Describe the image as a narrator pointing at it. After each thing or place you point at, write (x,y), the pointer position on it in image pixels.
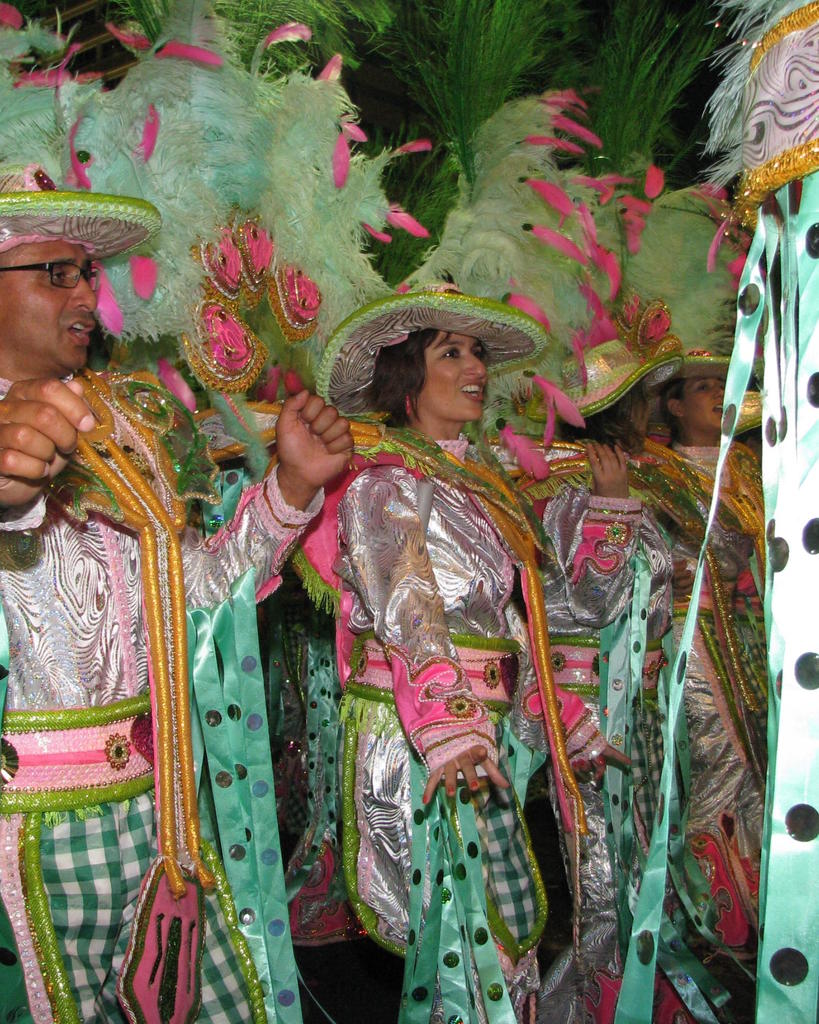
In this picture I can observe some people (76,543) wearing green color costumes (143,866). There are men (182,509) and women (382,509) in this picture.
